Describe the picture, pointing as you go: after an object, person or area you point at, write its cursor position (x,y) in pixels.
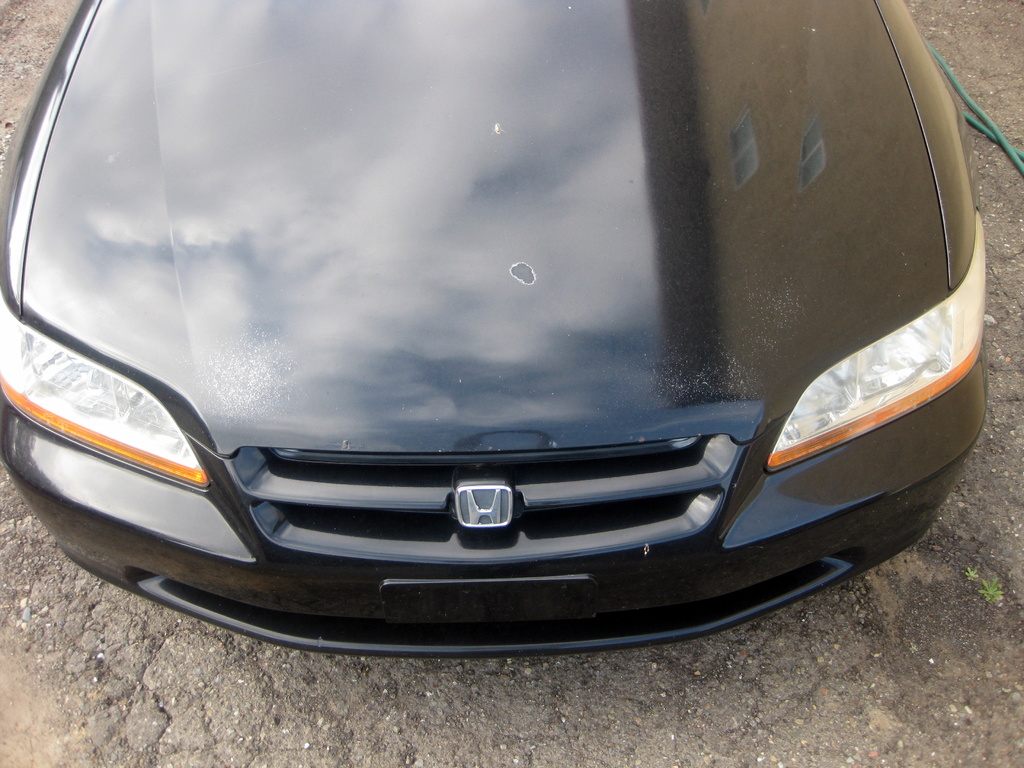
In this image there is the bonnet (388,325) of a car (413,392).
